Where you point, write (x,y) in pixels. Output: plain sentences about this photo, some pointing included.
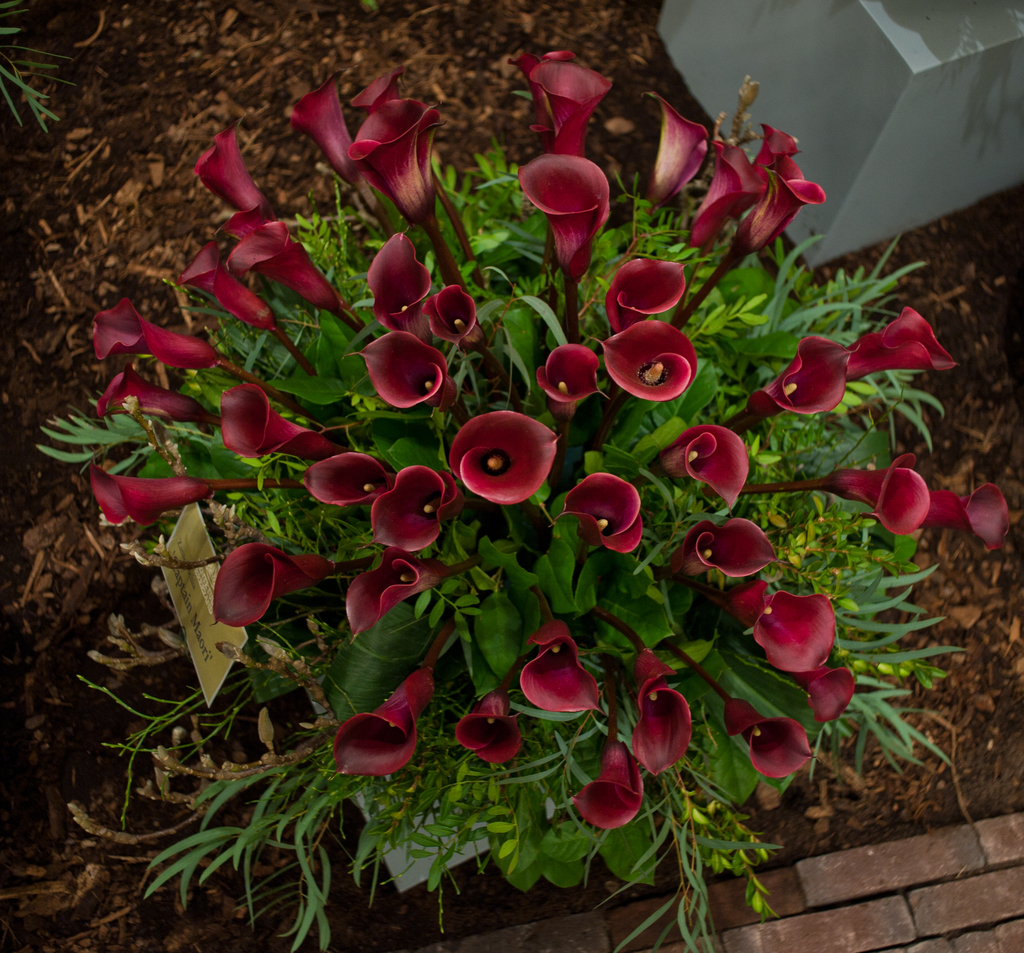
In this image I can see few flowers (517,458) which are red in color to a tree (619,613) which is green in color and I can see a board (182,536) which is cream in color to the tree (232,543). In the background (886,78) I can see the white colored object (812,103) and the ground (176,75).
